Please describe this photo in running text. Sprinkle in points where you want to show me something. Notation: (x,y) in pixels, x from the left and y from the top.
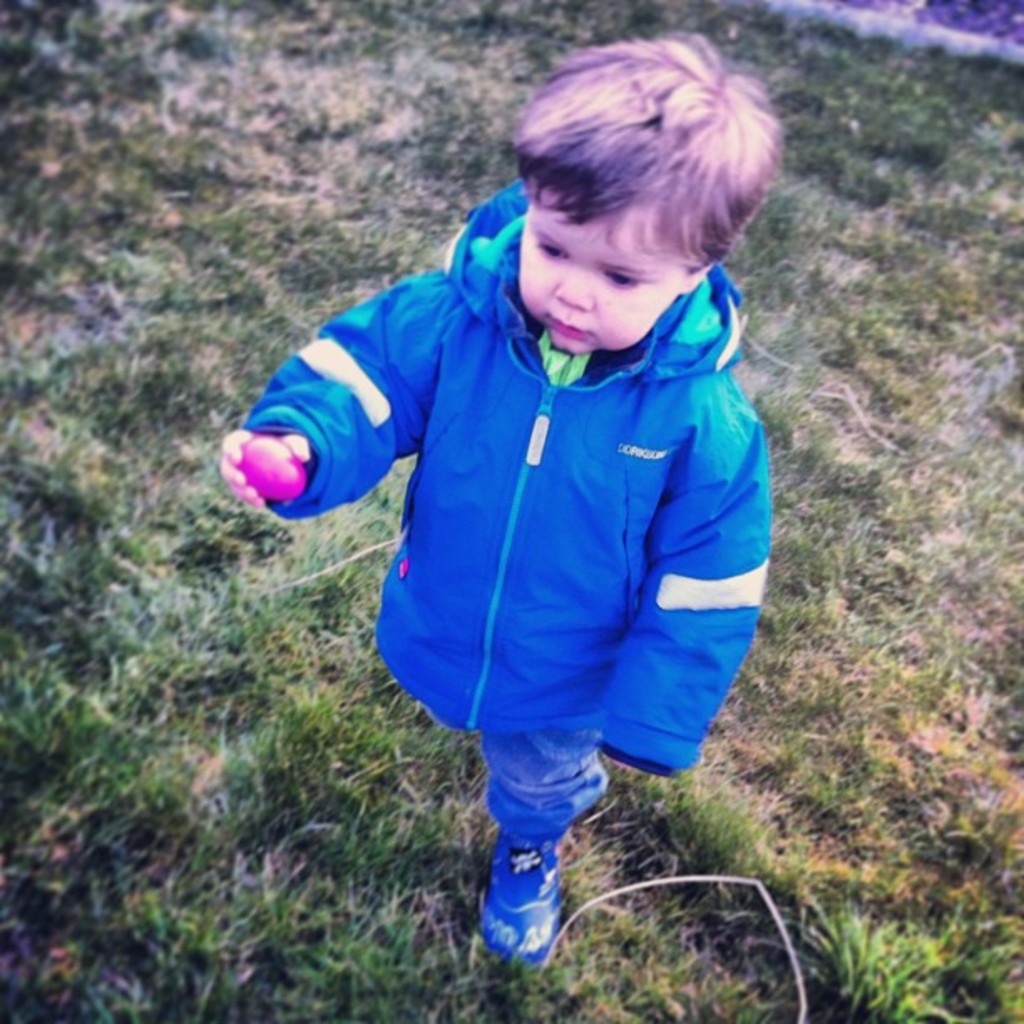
In the middle of the image (589,584) a boy (520,232) is walking and holding something. At the bottom of the image (113,959) there is grass (886,36).
